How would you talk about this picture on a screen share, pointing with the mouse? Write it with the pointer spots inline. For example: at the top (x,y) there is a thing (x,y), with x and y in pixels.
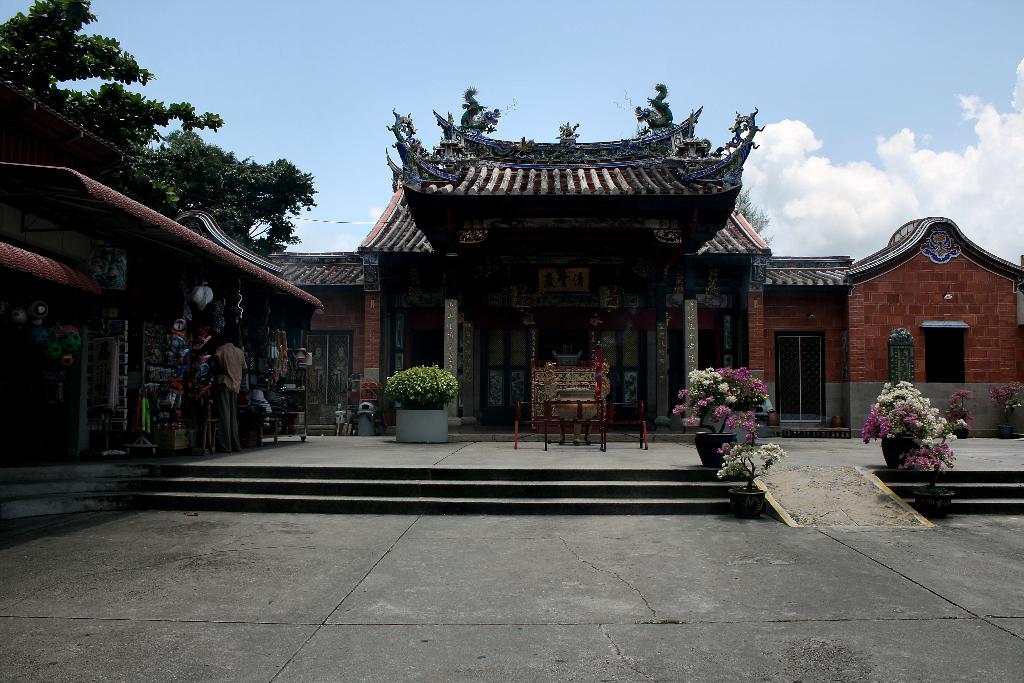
In the picture I can see a building (655,421), flower pots (743,469), trees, a shop (189,384), a person (232,373) standing on the ground (419,589) and some other objects (159,385). In the background (417,66) I can see the sky (376,72).
